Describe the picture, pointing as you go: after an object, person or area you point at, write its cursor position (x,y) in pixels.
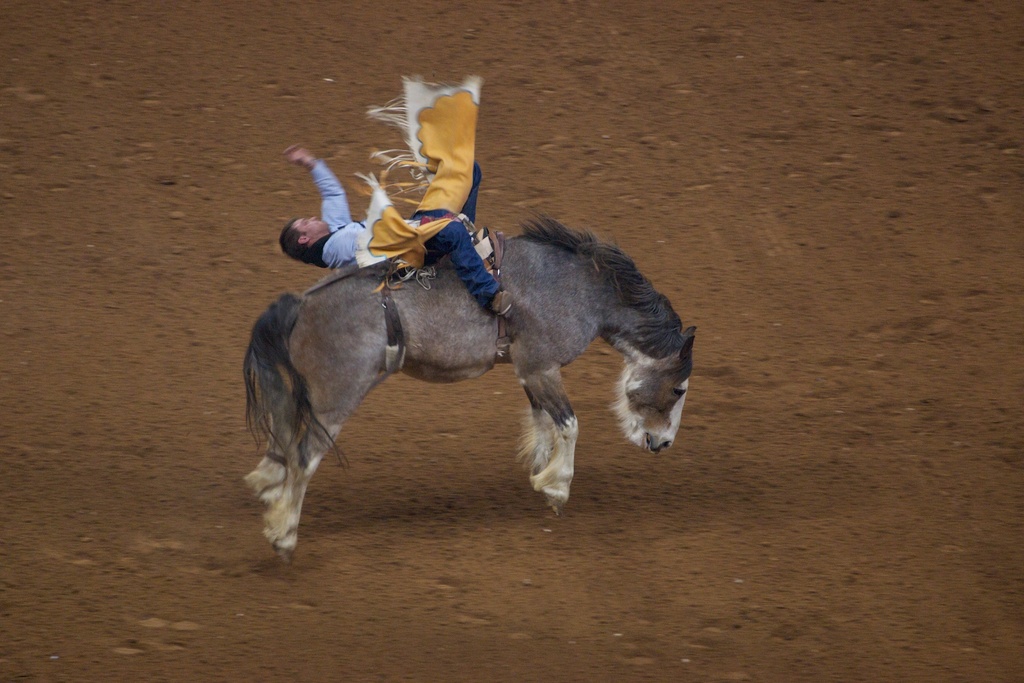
In this image we can see a person (420,249) riding a horse (290,351) on the ground (395,528).
